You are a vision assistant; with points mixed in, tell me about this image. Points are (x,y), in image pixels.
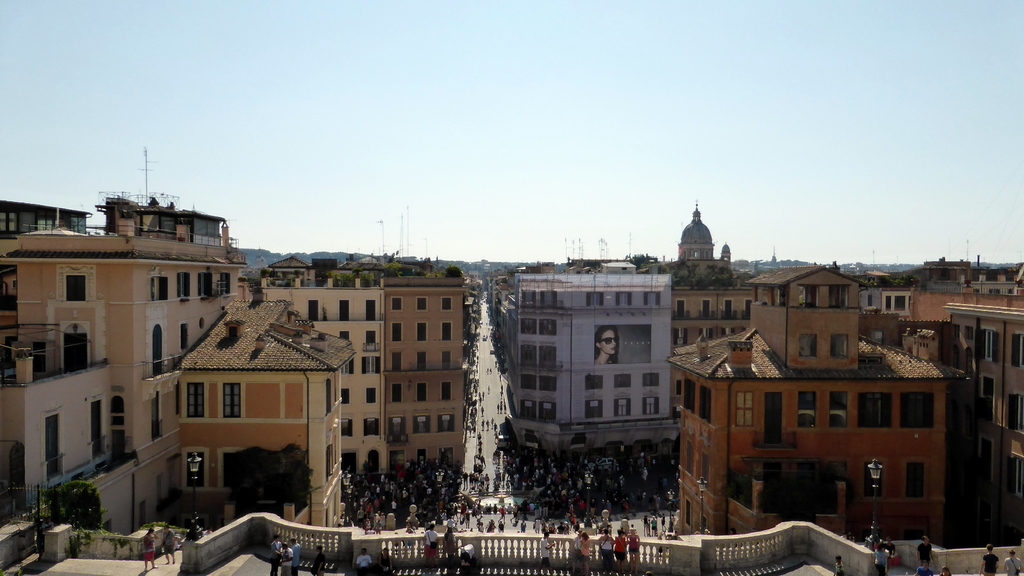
This is the picture of a city (471,374). In this image there are buildings (523,396) and trees (73,513) and there is a hoarding (639,352) on the building (587,390) and there is text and there is a picture (595,345) of a woman (603,358) on the hoarding (603,344) and there are poles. At the top (411,115) there is sky (467,206). At the bottom (446,515) there are group of people (444,495) on the road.
